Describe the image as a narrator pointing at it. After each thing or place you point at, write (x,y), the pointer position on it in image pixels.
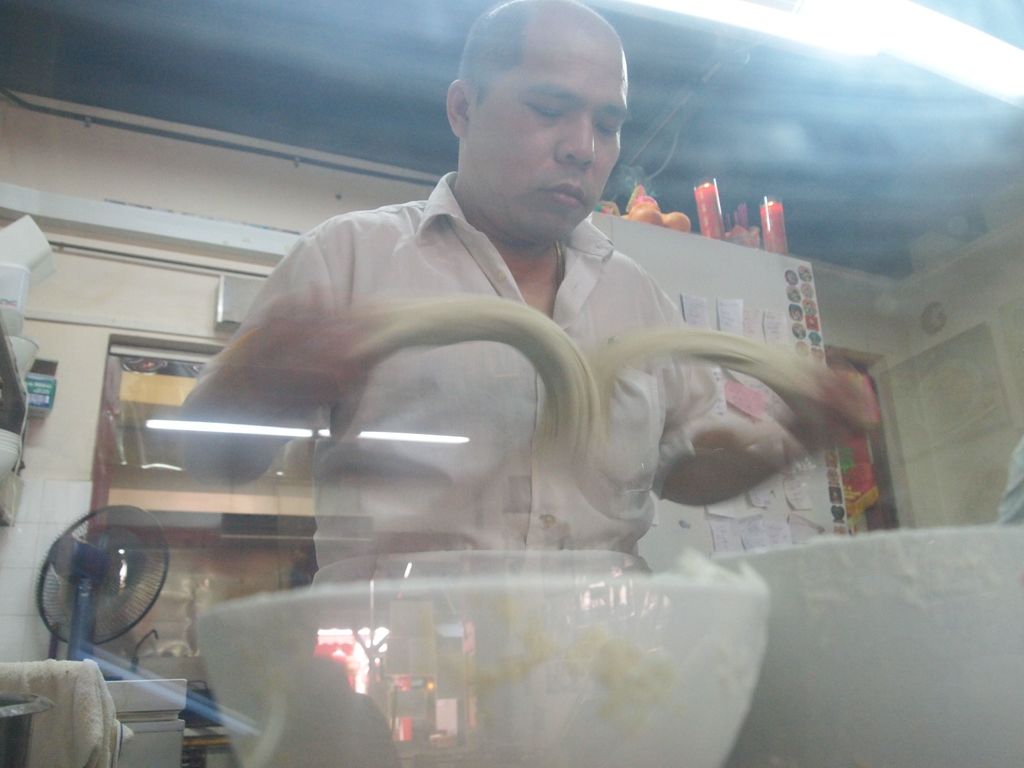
In this image, we can see a person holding some objects (700,330). We can see some bowls (298,728) and a table fan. We can see the wall (107,295) with some posters (730,521) and objects (747,503). We can see some objects (61,732) on the left (65,722). We can see some objects (921,43) attached to the roof (950,5).
